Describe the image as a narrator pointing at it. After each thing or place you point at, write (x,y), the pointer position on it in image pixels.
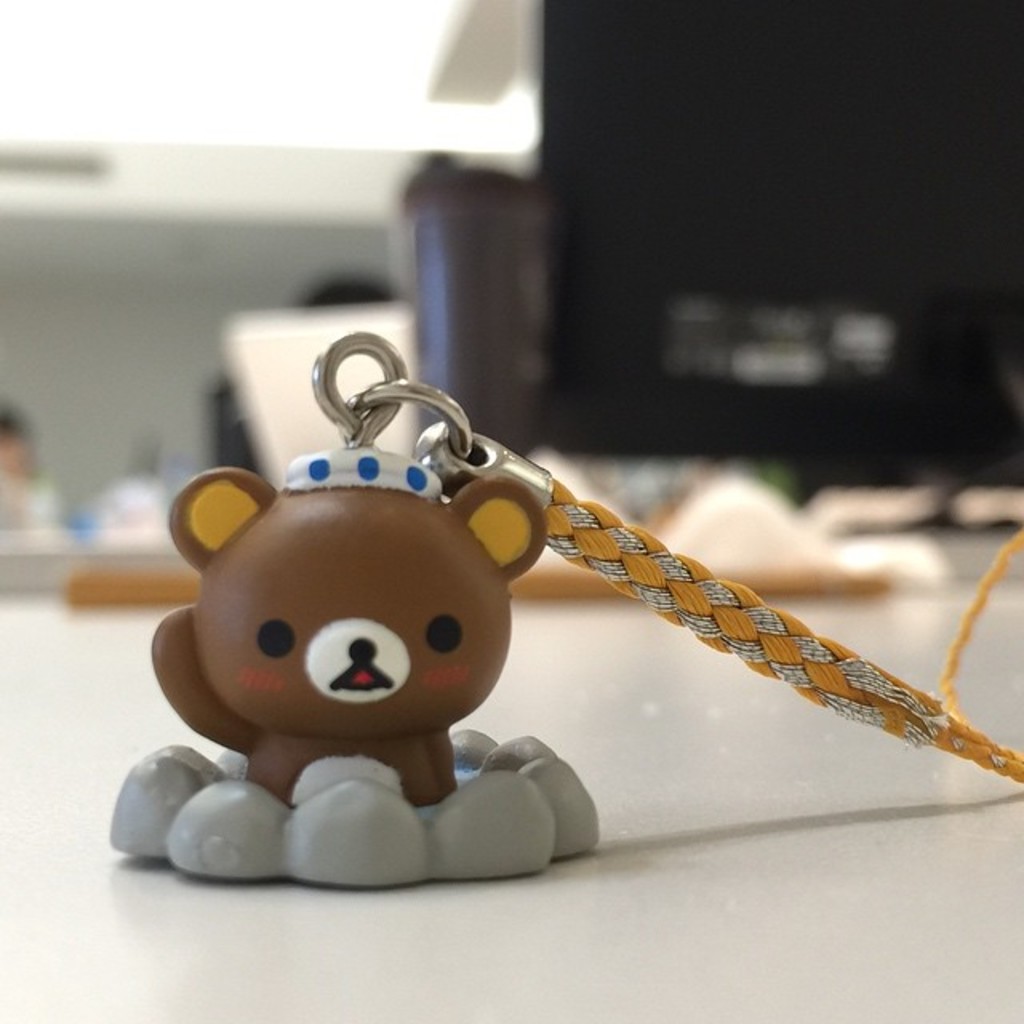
In the picture we can see a toy locket (407,818) with a belt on the white desk surface (717,739) and behind it, we can see a monitor (929,218) which is black in color and some desks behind it with some persons (5,476).
